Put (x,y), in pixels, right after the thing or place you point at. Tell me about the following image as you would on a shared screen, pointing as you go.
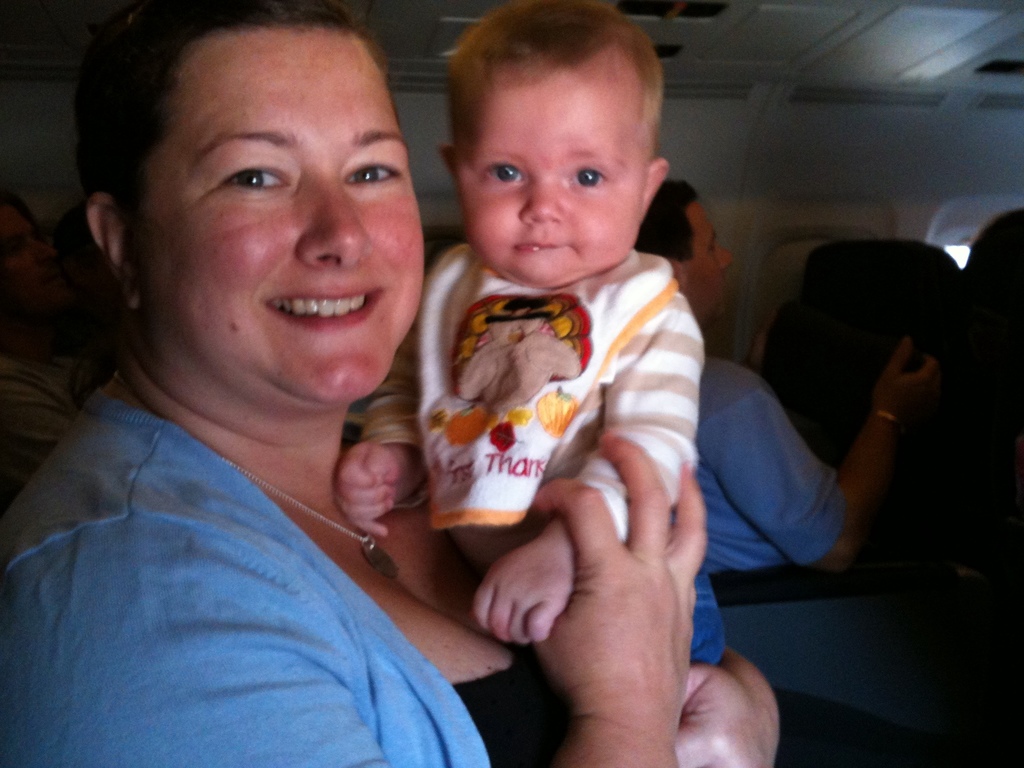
In front of the image there is a woman (315,501) holding a child (480,502) in her arms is having a smile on her face (346,372), beside her there are a few other people (33,406) sitting in seats (770,329) in a plane (756,293), beside them there are windows (956,235).
